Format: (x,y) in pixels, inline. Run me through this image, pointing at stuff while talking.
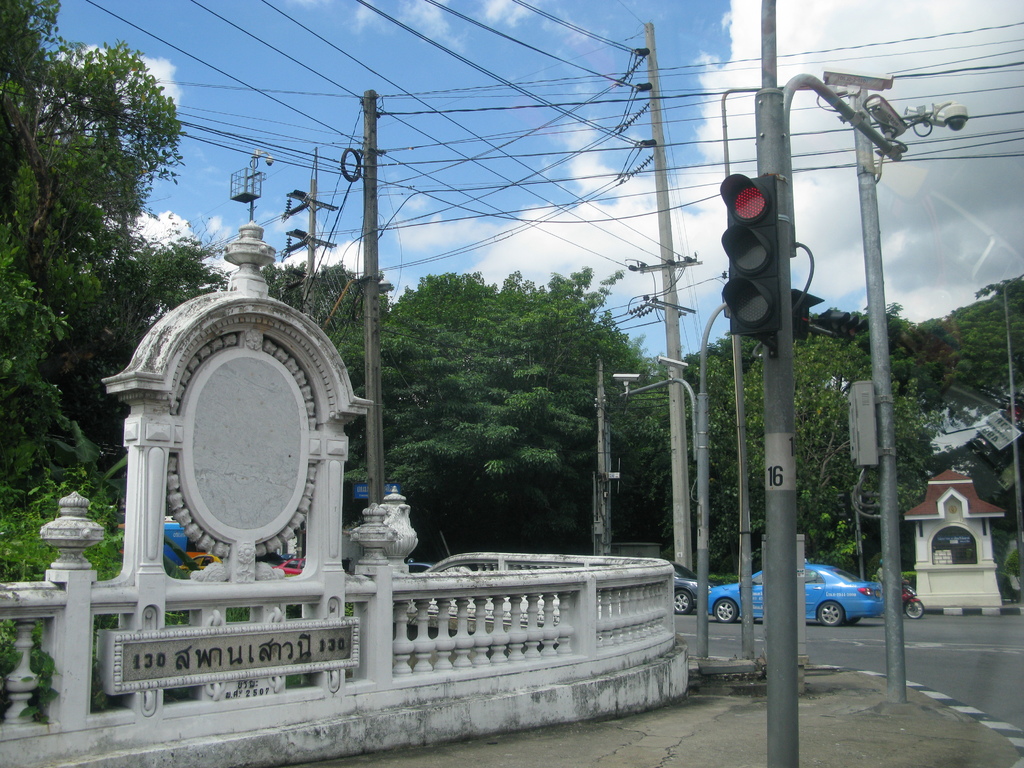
This picture is clicked outside the city. On the right (850,71) we can see a camera (891,123) and a traffic light (757,268) attached to the poles (769,498) and we can see the cables (471,131). On the left (178,739) we can see the railing (339,617), planter (383,506), poles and trees (395,407). In the center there are some vehicles (838,601) seems to be running on the road (919,654). In the background (918,169) there is a sky (575,154) with the clouds (886,241) and we can see the trees (413,436) and some other objects (962,539).
